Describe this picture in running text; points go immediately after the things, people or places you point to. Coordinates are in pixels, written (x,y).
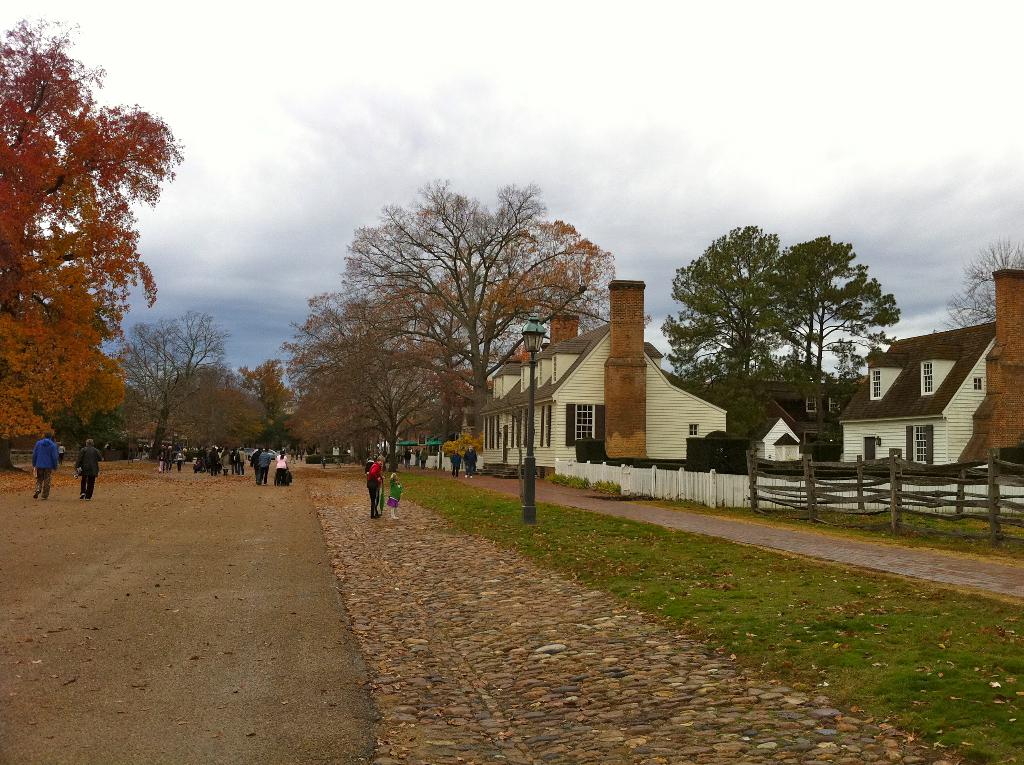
In this image there are few persons (285,457) walking on the road (241,513). Few persons (397,496) are on the pavement (418,527). There is a street light (532,504) on the grassland (723,593). Right side (728,488) there is a fence (660,486). Behind there are few buildings (591,405). Background (691,301) there are few trees (702,313). Top of the image (430,106) there is sky (345,160).
